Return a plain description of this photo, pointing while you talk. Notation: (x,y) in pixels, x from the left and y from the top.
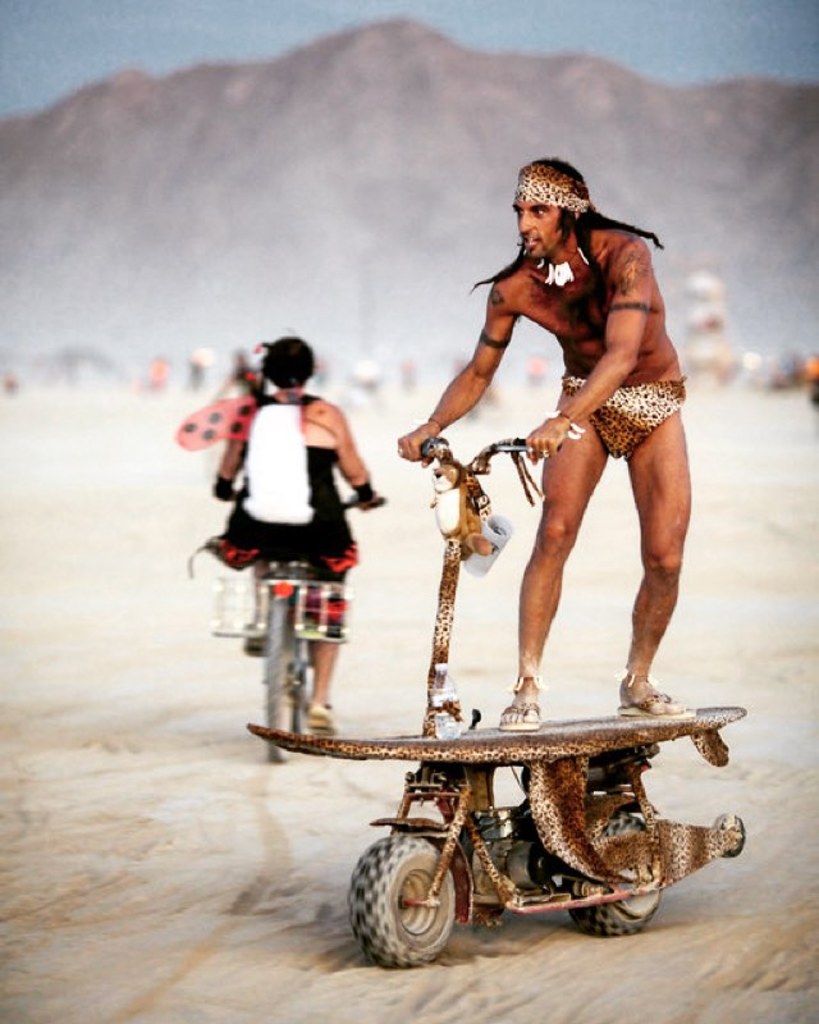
Here in this picture we can see a person (601,365) in a costume (558,277) riding a scooter (603,737) that is present on the ground (519,789) over there and behind him we can see other person (308,486) riding bicycle (242,604) over there and in the far we can see mountains (338,147) present and we can also see other people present all in blurry manner over there.
